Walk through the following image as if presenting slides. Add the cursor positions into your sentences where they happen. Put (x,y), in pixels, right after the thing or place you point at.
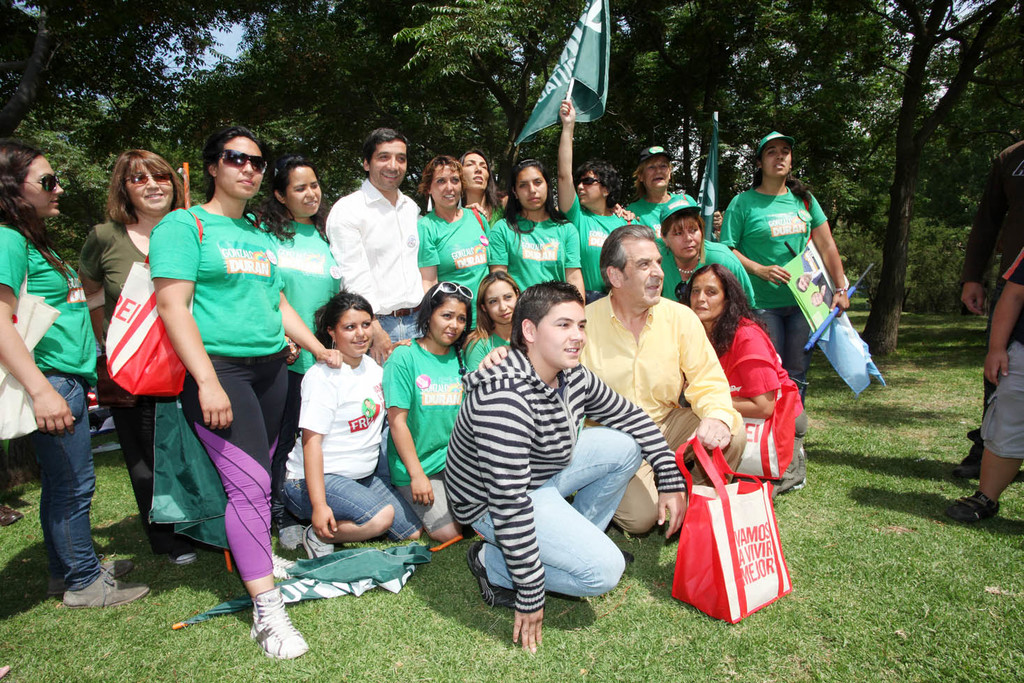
In this picture, we see many people (250,341) are wearing green T-shirts (559,246). Most of them are standing. In front of them, we see six people (508,539) are in squat position. The man (634,400) in yellow shirt (660,388) is holding a red bag (683,545) in his hand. The woman (600,241) in green T-shirt (598,225) is holding a green flag (584,53) in her hands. At the bottom of the picture (477,627), we see grass (816,605). There are trees (357,99) in the background (663,105).
